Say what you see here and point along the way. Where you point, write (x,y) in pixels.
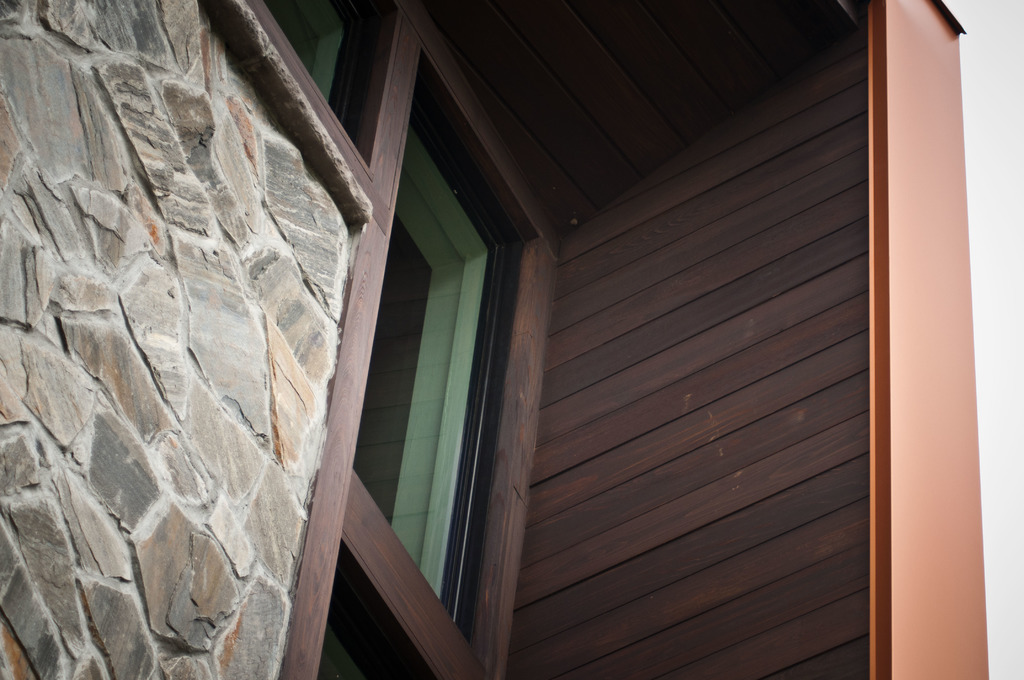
In this picture we can see walls (649,407), window (389,131) and glass objects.
